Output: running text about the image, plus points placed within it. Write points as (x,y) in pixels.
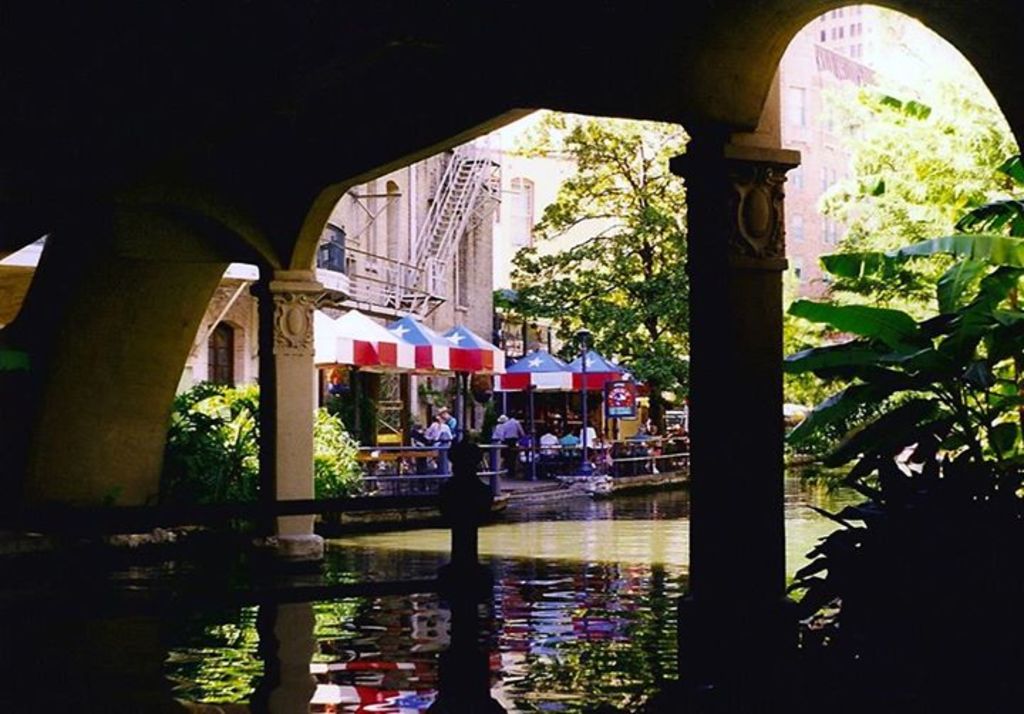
In this image, I can see the canopy tents (387,357). There are few people (449,429) standing and few people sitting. These are the water (594,524) flowing. I can see the pillars (729,234). These are the buildings (515,172). I can see the trees (640,196) with branches (626,170) and leaves (937,219). These are the stairs (426,258).
